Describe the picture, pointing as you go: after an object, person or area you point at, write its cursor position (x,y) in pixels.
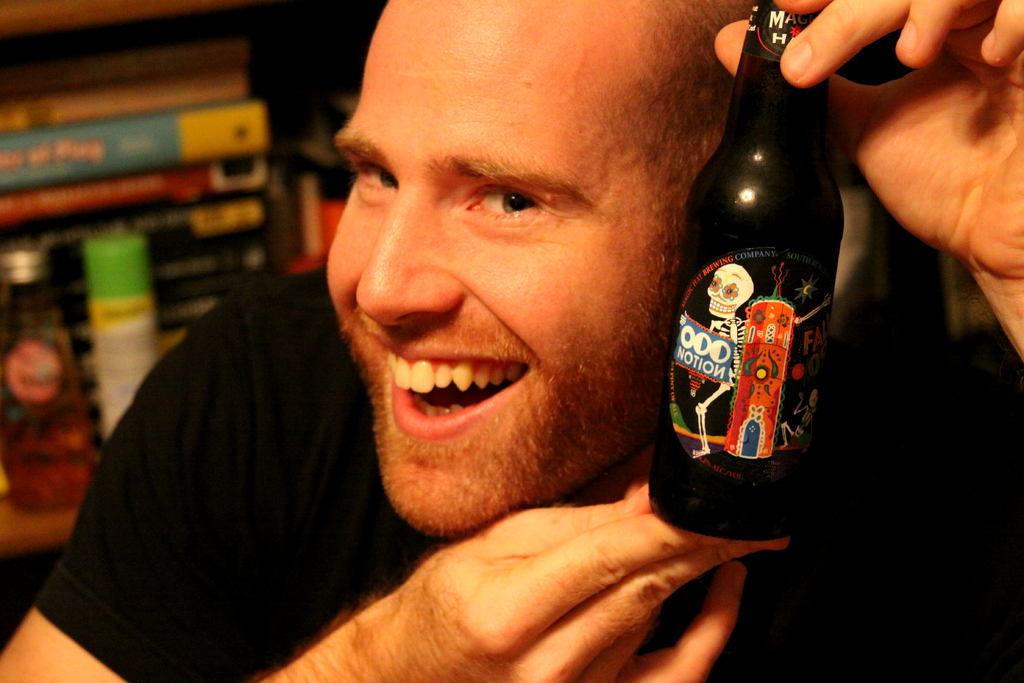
As we can see in the image there is a man (402,307) wearing black color t-shirt (288,410) and a man (331,446) holding bottle (748,312).
